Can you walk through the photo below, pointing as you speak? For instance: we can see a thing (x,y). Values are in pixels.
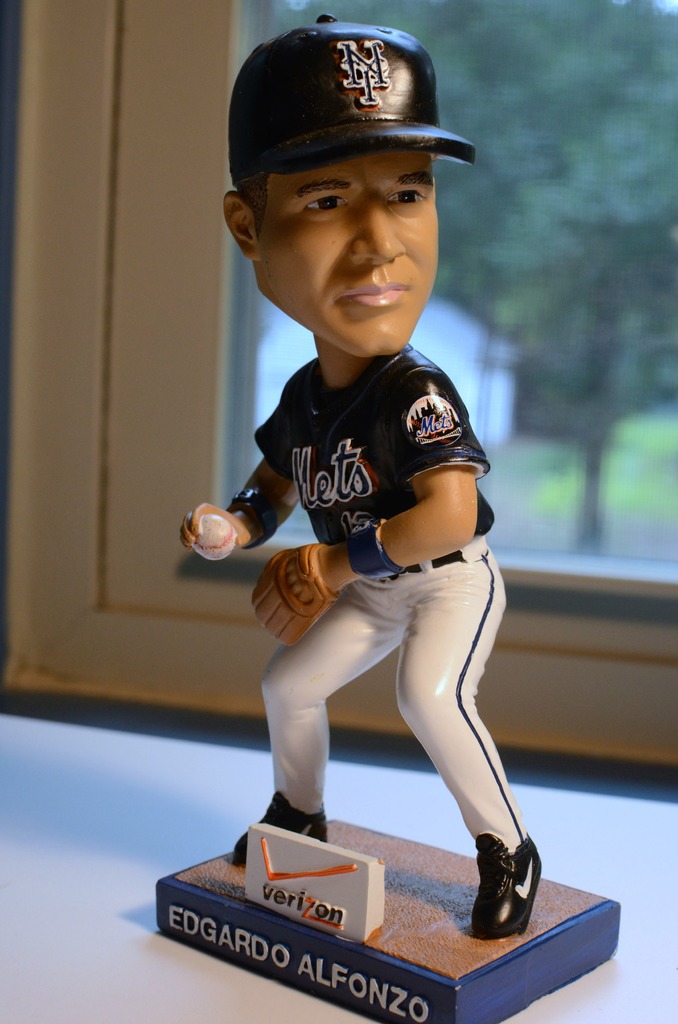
In this image we can see a figure (272,815) placed on the white surface (48,961). The background of the image (484,65) is slightly blurred, where we can see the glass window (586,263) through which we can see the trees (640,72).
